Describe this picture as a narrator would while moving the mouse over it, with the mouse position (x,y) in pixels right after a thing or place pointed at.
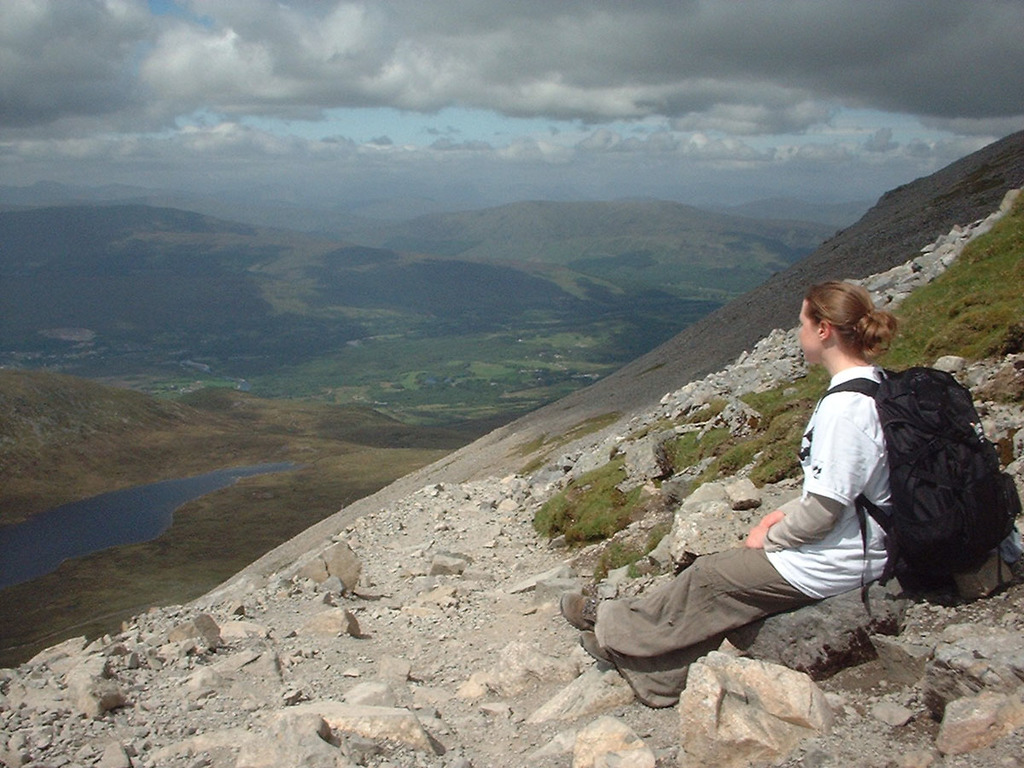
On the right side of the image (795,518) we can see a woman (779,543), she is seated on the rock (775,650) and she wore a bag (910,474), in the background (255,508) we can see water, few trees (407,343), hills (531,273) and clouds (71,158).
